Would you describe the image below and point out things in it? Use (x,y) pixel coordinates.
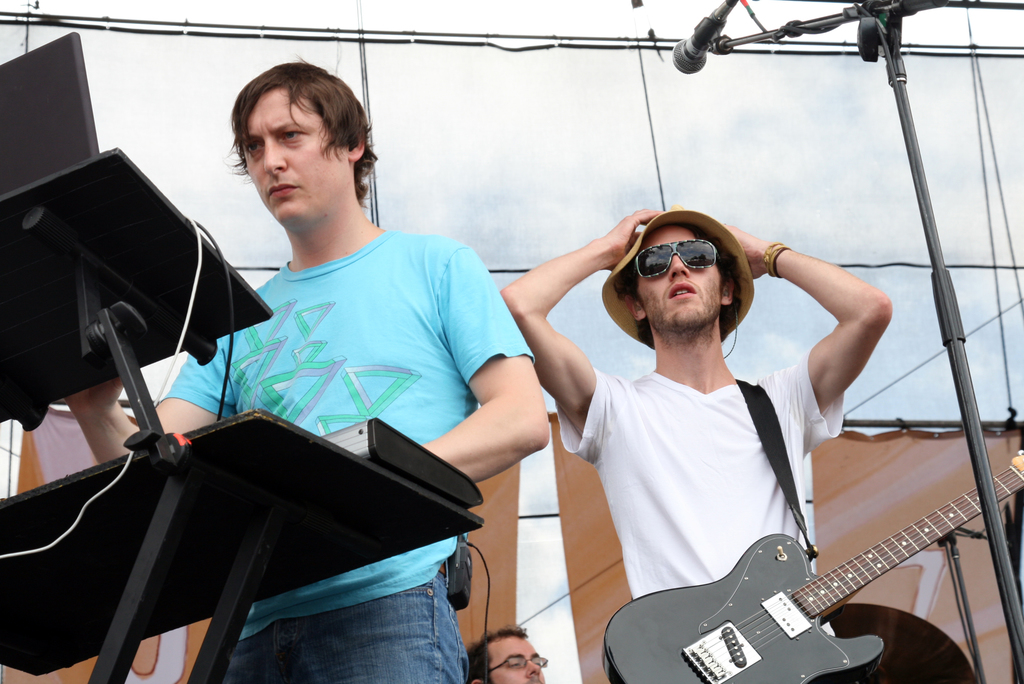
This image has three persons (428,306). One person (383,661) at the left (337,316) is wearing blue shirt (453,545) and jeans (396,640) keeping his hand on stand (185,598). At the right (695,297) person (507,294) with the white T-shirt (736,487), hanging guitar (774,565) is wearing a hat (722,232) and goggles (667,265). At the bottom of image (512,671) there is a person (502,655) wearing specs (537,665). At the right side (936,292) there is a mike stand (889,17).
